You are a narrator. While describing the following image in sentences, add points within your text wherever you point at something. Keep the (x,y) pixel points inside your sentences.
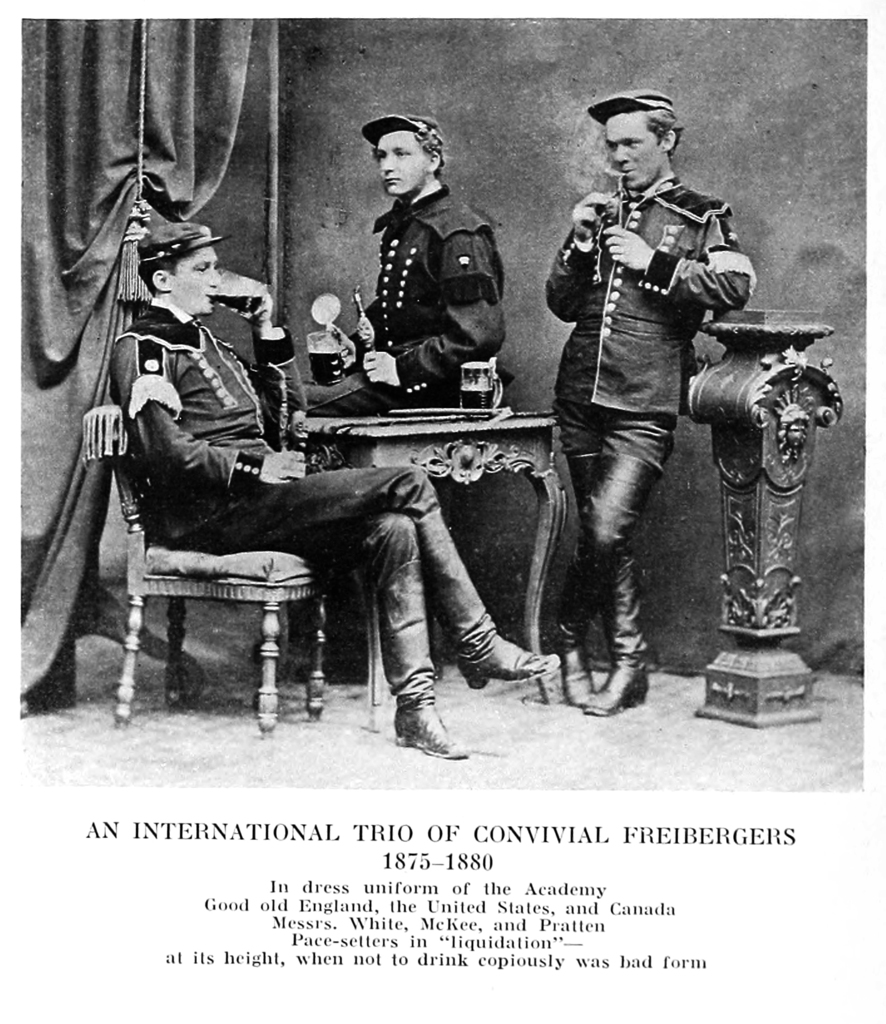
In this picture we can see a poster (215,816), here we can see people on the floor (474,778) and we can see a table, chair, some objects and some text (183,827) on it.
